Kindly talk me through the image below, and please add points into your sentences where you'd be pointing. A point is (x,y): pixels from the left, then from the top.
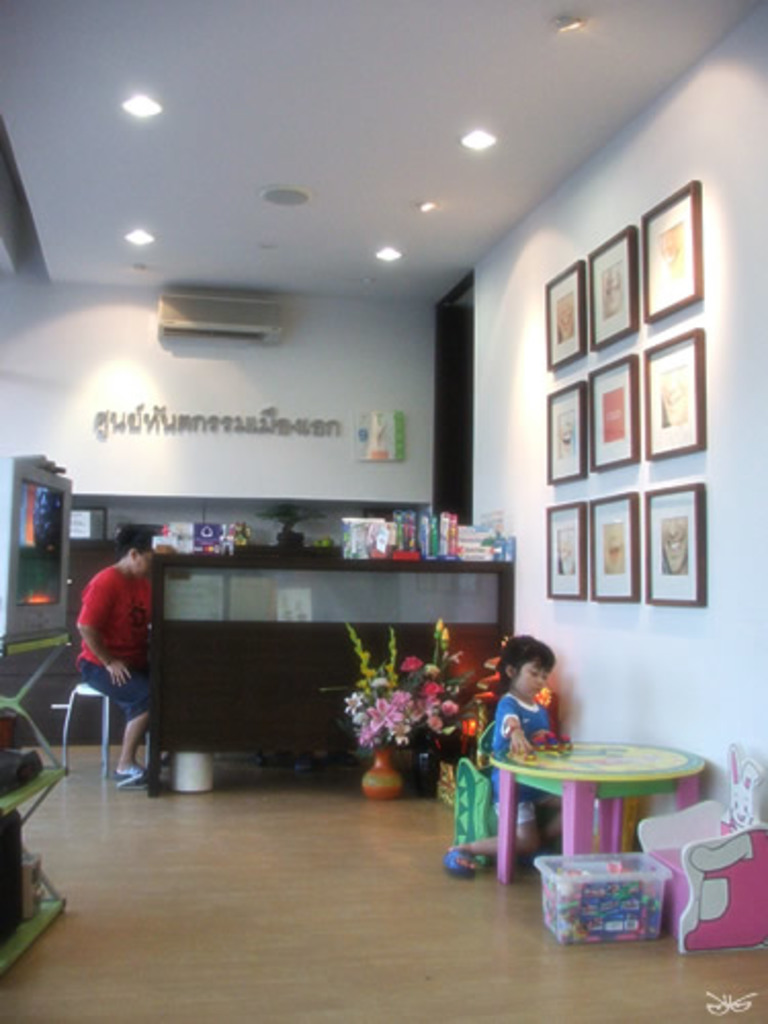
in this image i can see a chair (713,856), a table (577,772) and a baby (520,701). behind him there are flower pots (411,703) and a desk (253,646). at the left (98,603) there is a person (98,615) sitting on the stool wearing a red t shirt (103,593). at the right side (647,468) there is a wall (662,646) which has nine photo frames (614,418).
